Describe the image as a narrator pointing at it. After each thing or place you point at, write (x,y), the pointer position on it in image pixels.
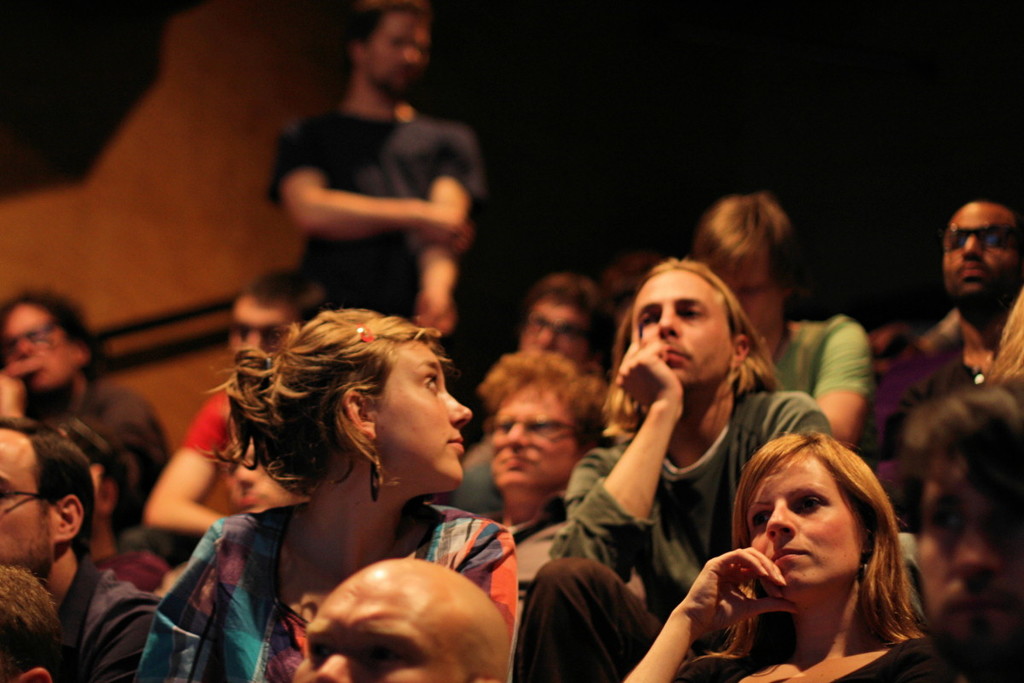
In this image, we can see persons (590,500) wearing clothes (601,596). In the background (700,125), image is blurred.
